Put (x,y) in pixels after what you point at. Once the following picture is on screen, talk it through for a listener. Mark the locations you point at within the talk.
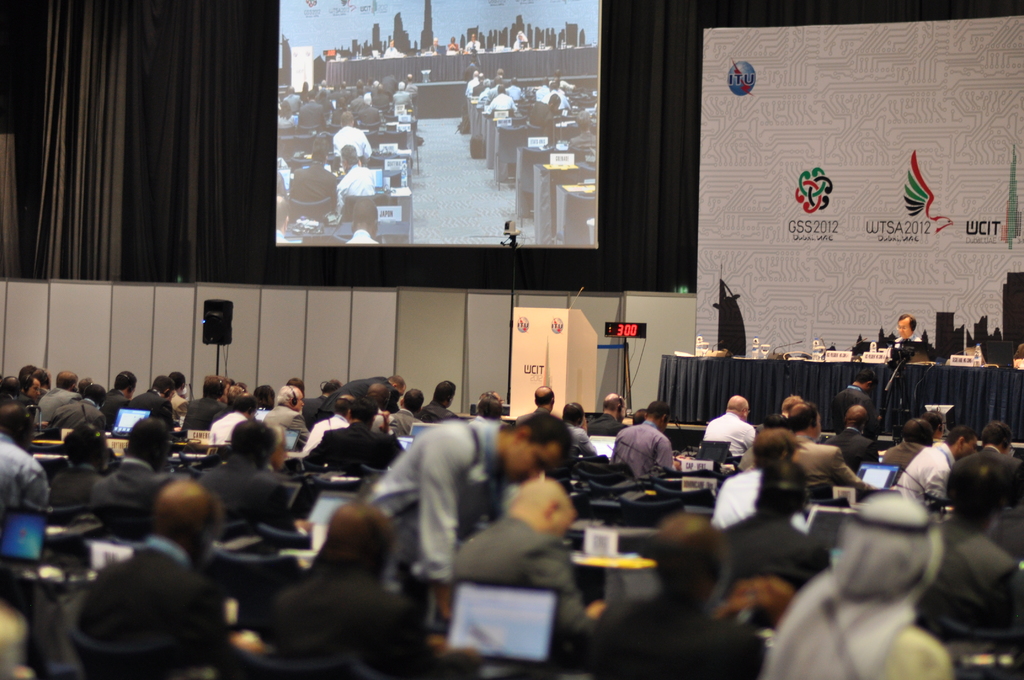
In the foreground of the image (326,444) we can see a group of people (681,658) are sitting on the chairs (261,598). In the middle of the image (642,324) we can see a speaker (226,324), a digital display (626,334), a table (695,374) and a person (898,327) is sitting on the chair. On the top of the image (866,68) we can see a projector display (506,92), banner (782,128) and curtains (692,71).
